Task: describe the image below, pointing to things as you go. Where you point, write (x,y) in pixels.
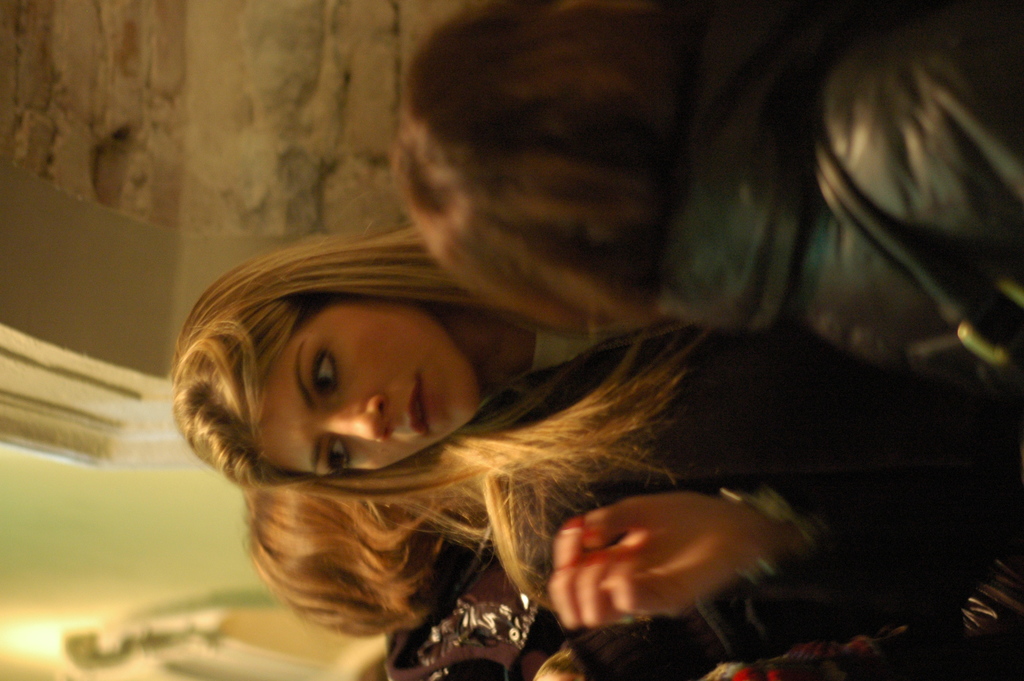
In this image, we can see people (312,270) and in the background (163,292), there is a wall (55,337).
